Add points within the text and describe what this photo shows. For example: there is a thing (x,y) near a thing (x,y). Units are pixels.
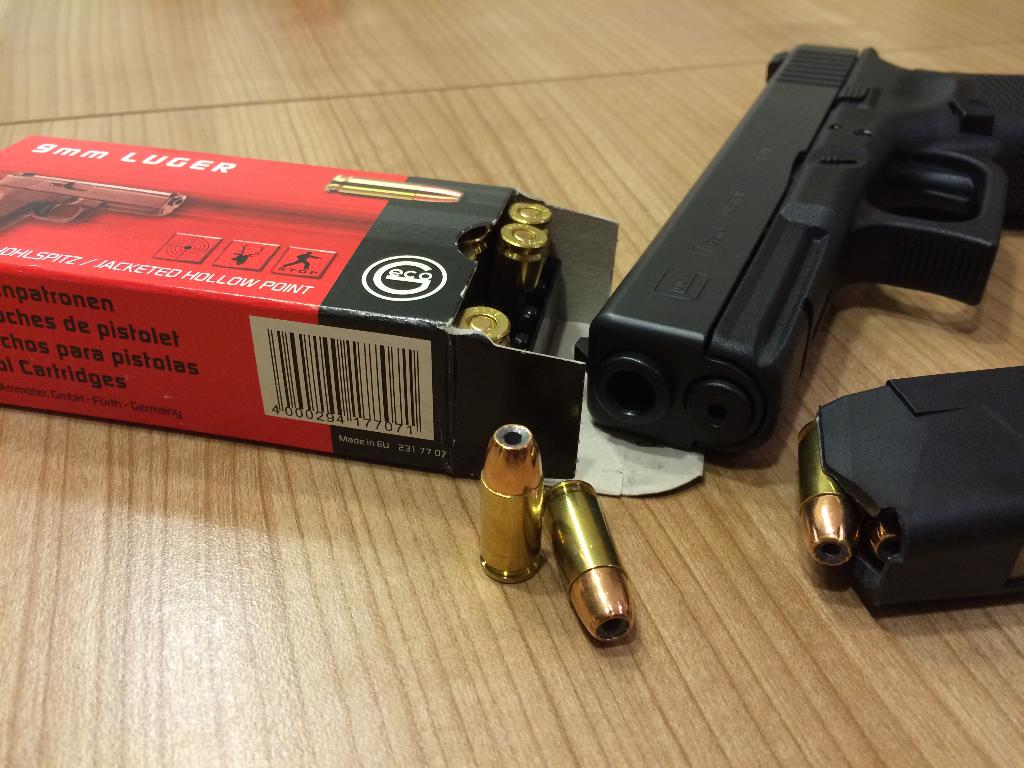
This image is taken indoors. At the bottom of the image (276,650) there is a table (678,161) with a gun (776,246) and a box (376,325) with a few bullets (474,315) on it.
